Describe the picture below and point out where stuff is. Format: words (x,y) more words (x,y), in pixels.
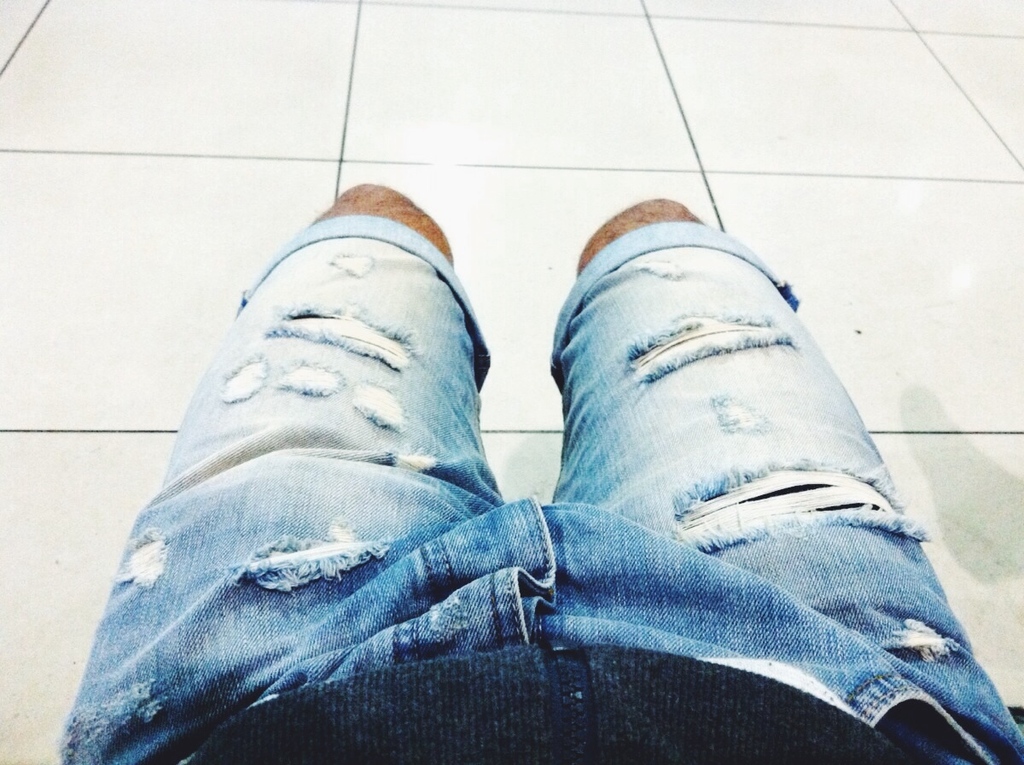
In this image I can see a person (464,428) is wearing jeans shorts (642,440). Here I can see tiles (840,251).
